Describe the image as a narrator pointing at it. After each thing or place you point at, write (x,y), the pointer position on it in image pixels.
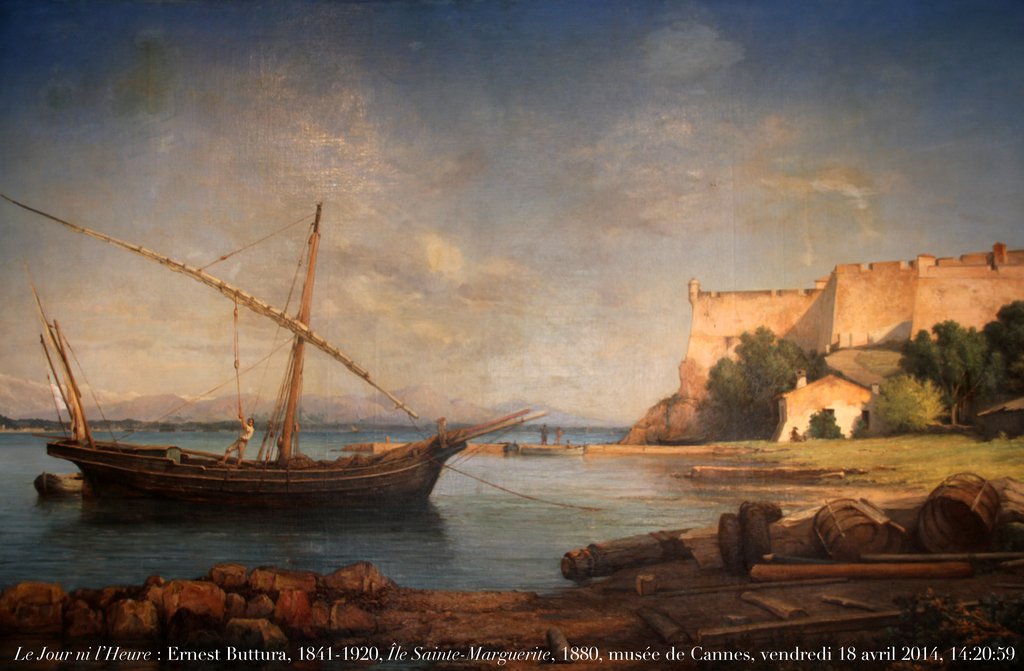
I see this is an animated picture and I see a boat (351,489) over here on which there is a person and I see the water (528,471) and I see the wooden things (732,515) on this ground (851,486). In the background (735,408) I see the trees (923,420), grass (758,449), fort (1014,255) and the sky (651,180) and I see 2 persons (557,430) over here and I see the watermark (584,652) over here.
